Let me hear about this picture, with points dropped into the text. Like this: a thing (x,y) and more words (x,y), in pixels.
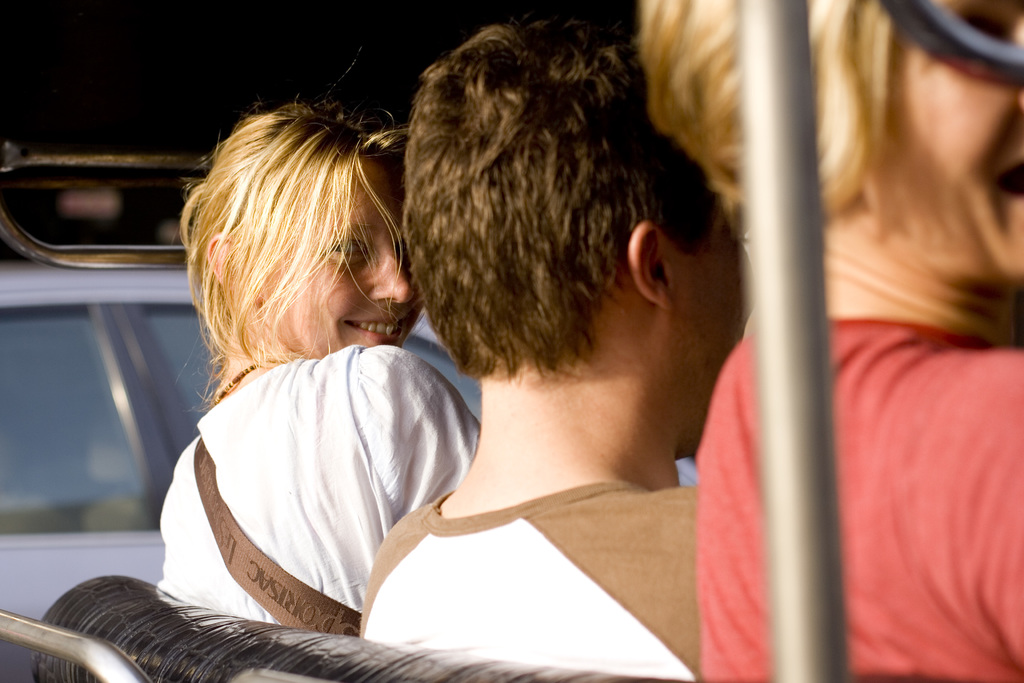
In this picture we can observe some people (401,306) sitting on the bench (277,638). There is a man (531,349) and we can observe two women (350,304). One of them is smiling. There is a pole (783,285) on the right side (784,285).
